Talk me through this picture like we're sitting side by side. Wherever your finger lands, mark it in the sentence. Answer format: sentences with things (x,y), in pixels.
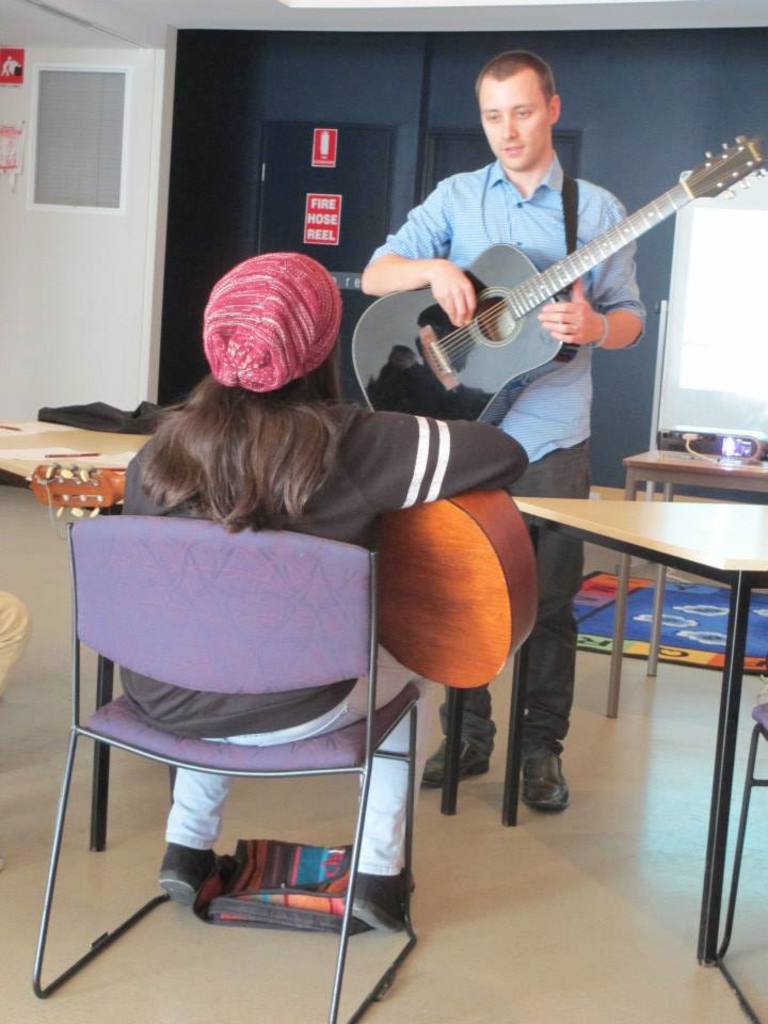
a person (342,497) is sitting on a chair (331,559) holding a guitar (433,553). in front of him there is another person (517,244) standing holding a black guitar (513,320).
